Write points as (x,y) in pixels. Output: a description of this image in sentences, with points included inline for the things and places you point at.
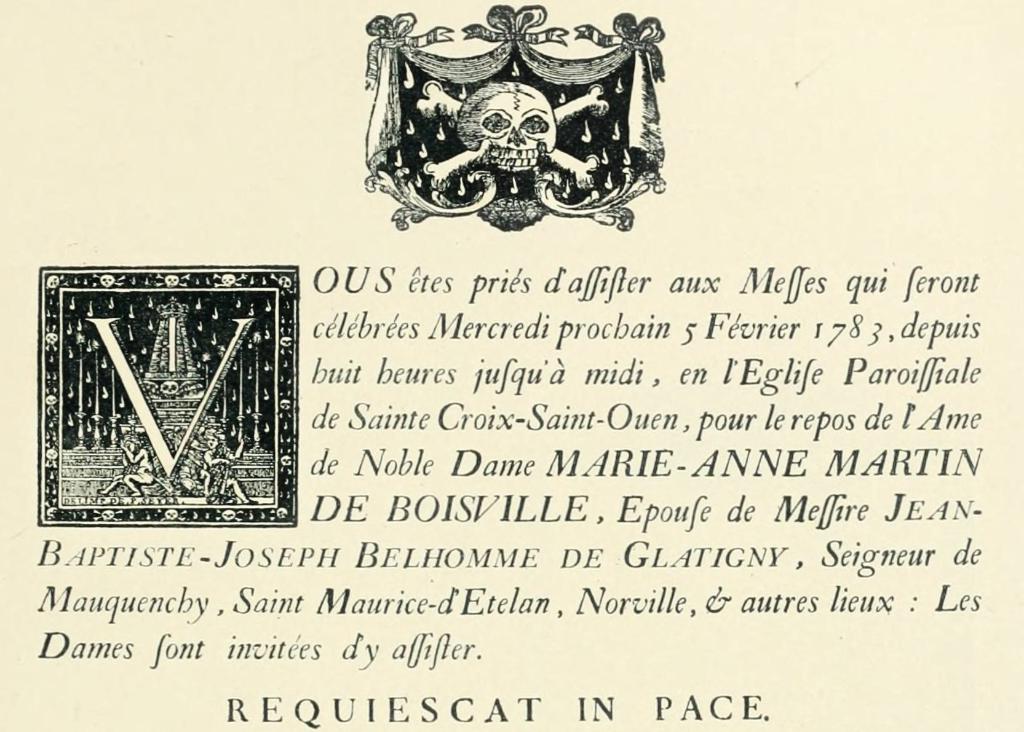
This is a poster (483,559) in this image there is some text (143,413), and also there are some drawings (481,195).
